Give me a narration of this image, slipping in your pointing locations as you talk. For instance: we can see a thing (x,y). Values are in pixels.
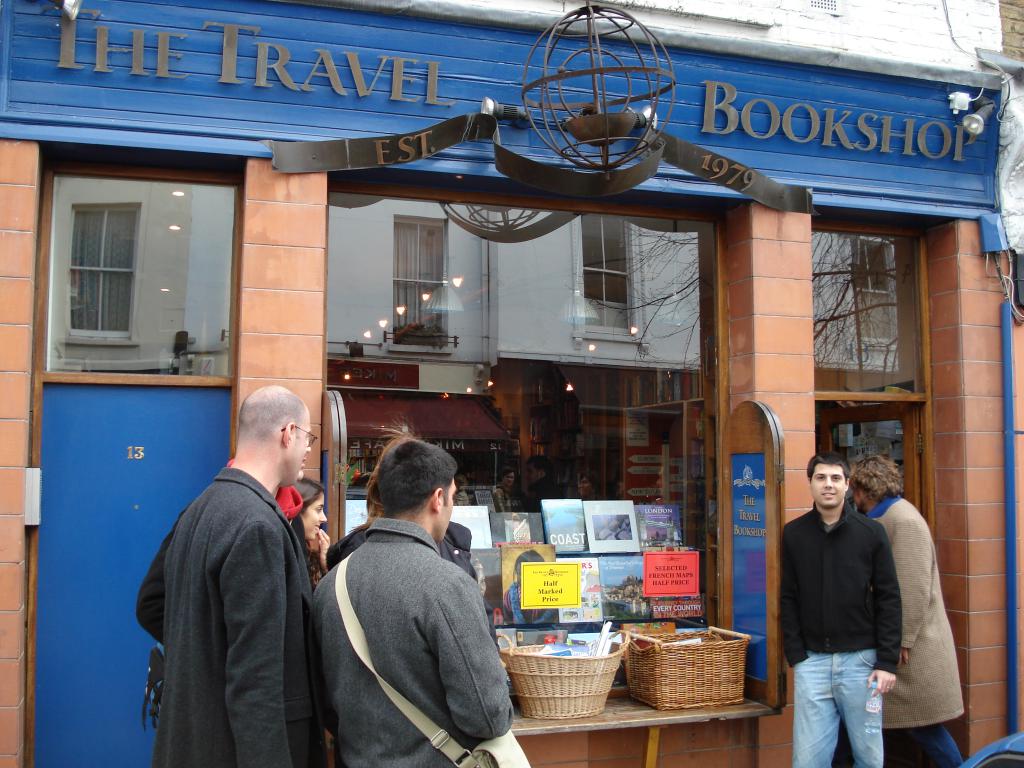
There is a group of persons (319,616) standing on the left side of this image (267,644) and there are two persons (847,679) are standing on the right side of this image (885,654). There is a shop (621,531) where we can see some baskets (687,653) and books (515,566) in the middle of this image (566,508). There is a text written on this building (466,65) at the top of this image (743,115).
